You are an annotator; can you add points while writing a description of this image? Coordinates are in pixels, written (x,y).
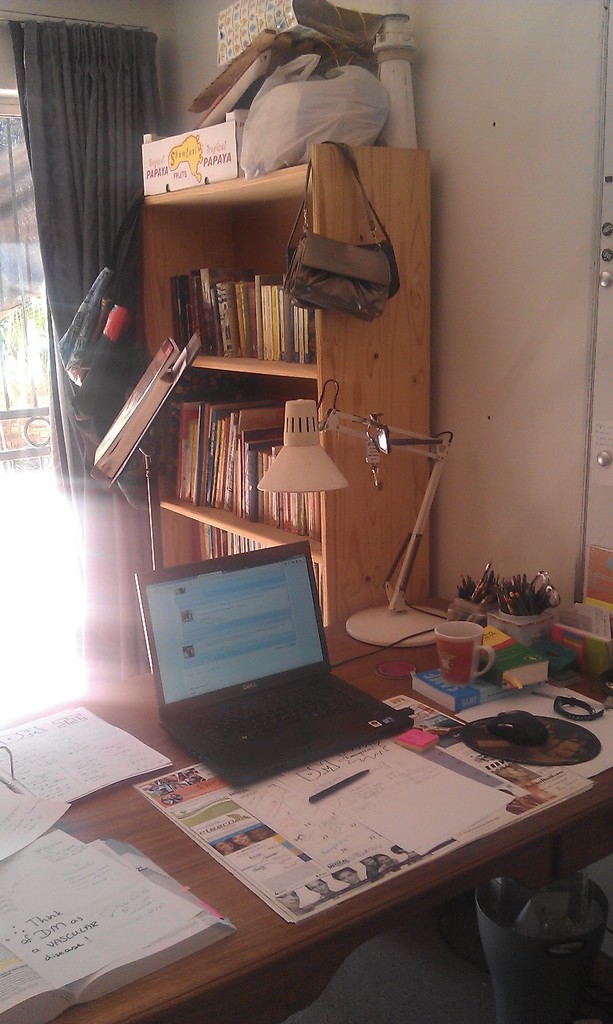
As we can see in the image there is a white color wall (501,285), curtain (77,145), rack (359,153) filled with books (211,350), handbag (349,304), box (166,164), cover (291,73) and a table (179,843). On table (169,843) there are papers (99,853), pen (347,784), laptop (244,742), books (486,696), glass (451,652) and pens (521,594).
